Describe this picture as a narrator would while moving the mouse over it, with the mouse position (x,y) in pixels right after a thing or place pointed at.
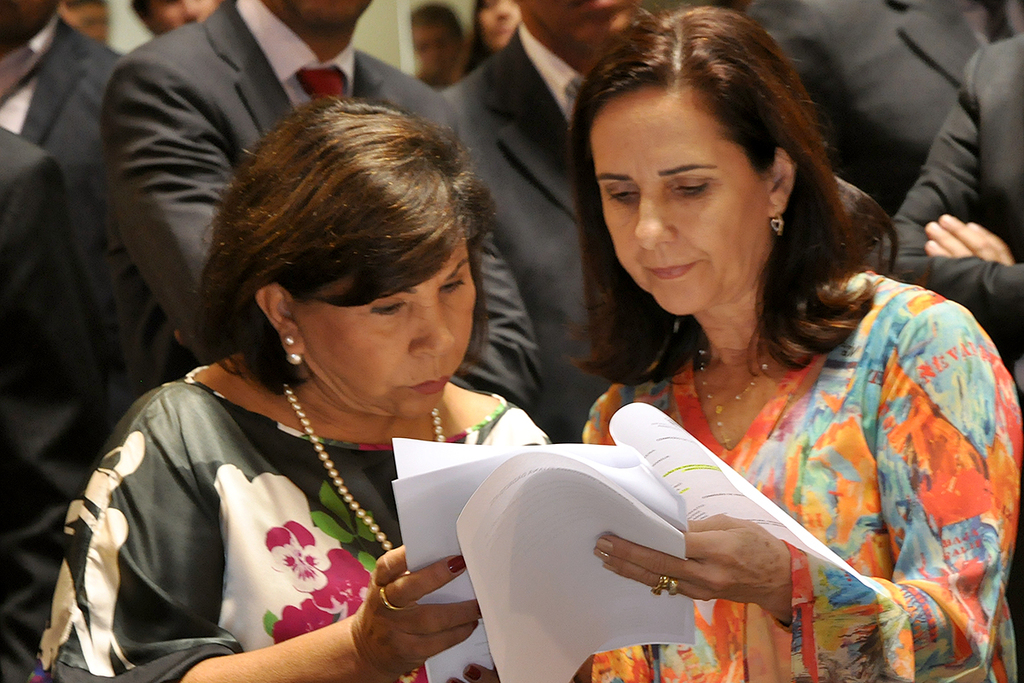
In this image we can see a group of people (393,420) standing. In that two women (419,324) are holding some papers (530,490).
